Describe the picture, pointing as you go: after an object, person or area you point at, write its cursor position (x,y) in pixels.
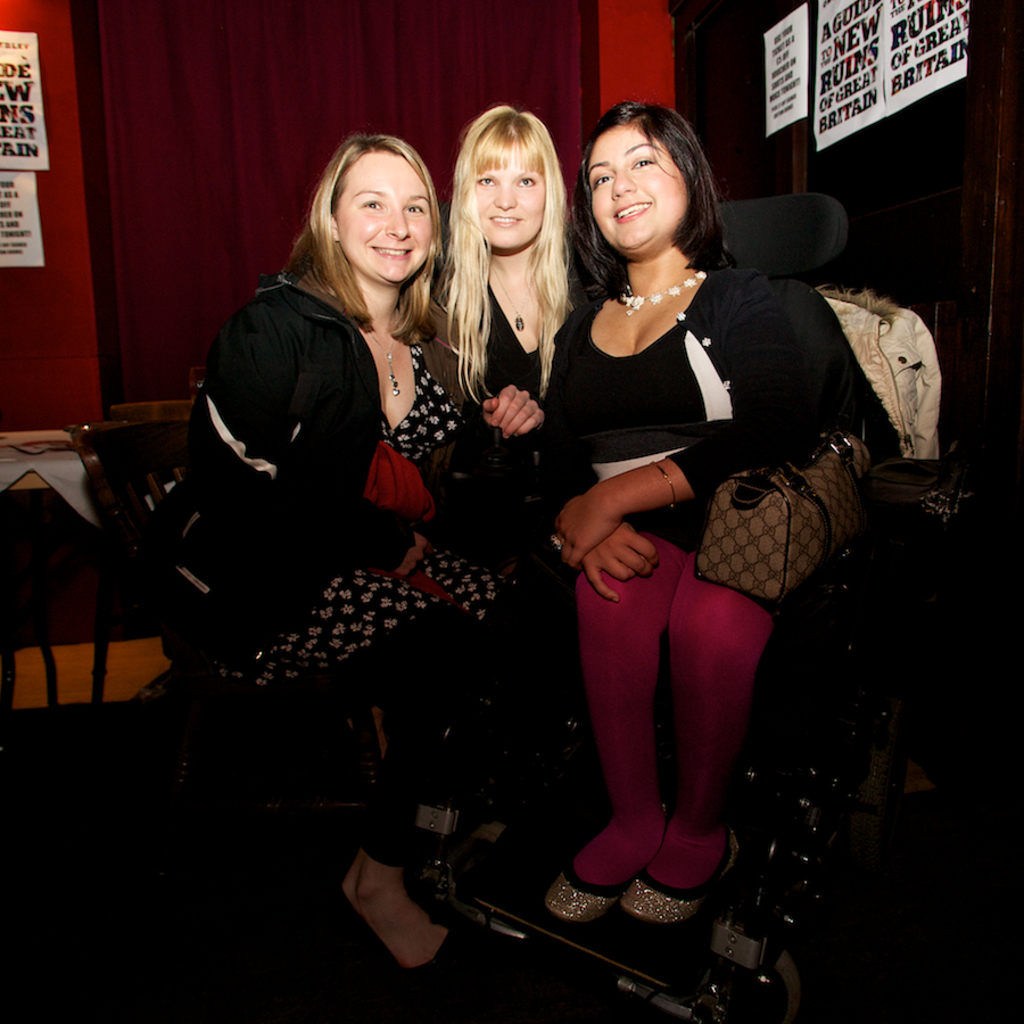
There are three women (506,197) sitting on chairs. Towards the right (730,287) there is a person (741,316), she is sitting on a wheel chair (818,301) and she holding a bag (828,438). A person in the middle (540,413), she wears a black dress (551,350). A person (457,368) in the left side (196,583), she is wearing a black jacket (228,626). In the background (168,188) there is a red curtain (234,72), tables (22,480) and chairs (95,607). In the top (834,136) there is papers (783,126) and some text (834,114) printed on it.
